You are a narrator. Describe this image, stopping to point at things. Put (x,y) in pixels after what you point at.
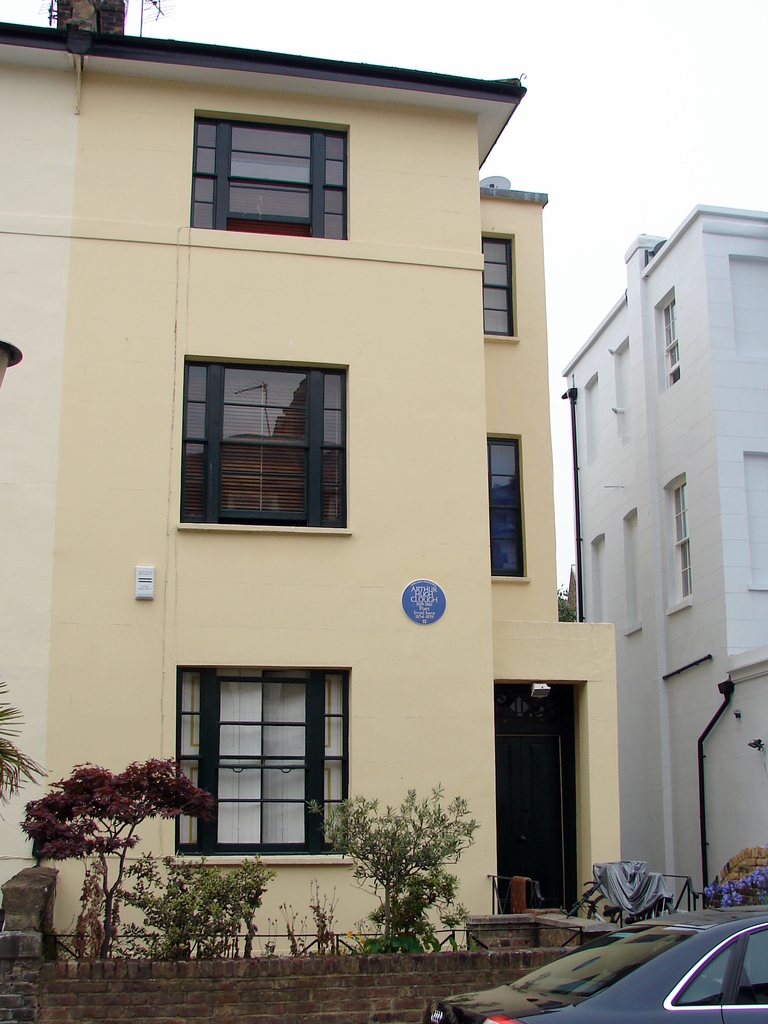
In this picture we can see a car (605,968), plants (104,850), wall (232,993), buildings (388,291) with windows (198,766), curtains (278,839), cloth (628,867), pipes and in the background (660,107) we can see the sky (726,145).
